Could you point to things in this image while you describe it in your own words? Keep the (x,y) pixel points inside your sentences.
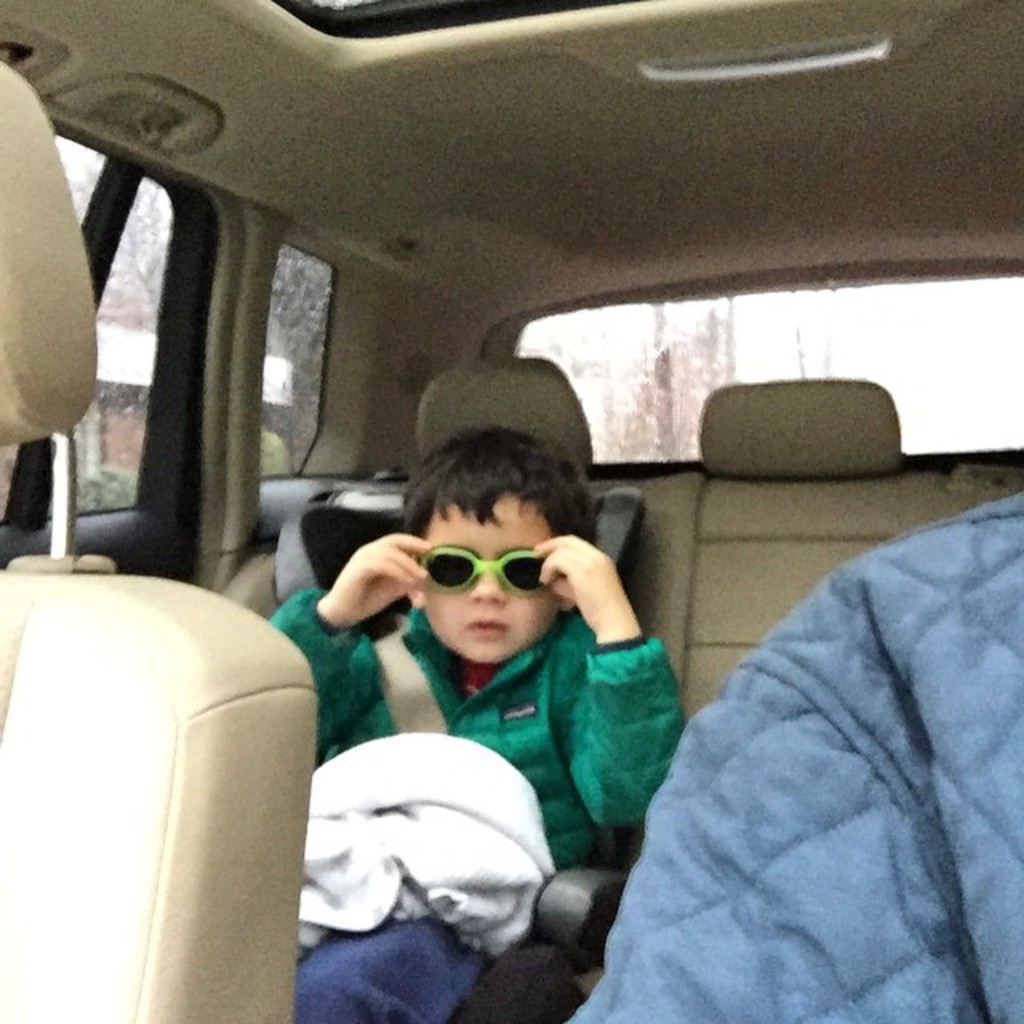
As we can see in the image, there is a boy (468,656) sitting in car (637,521) and wearing goggles (516,566).
